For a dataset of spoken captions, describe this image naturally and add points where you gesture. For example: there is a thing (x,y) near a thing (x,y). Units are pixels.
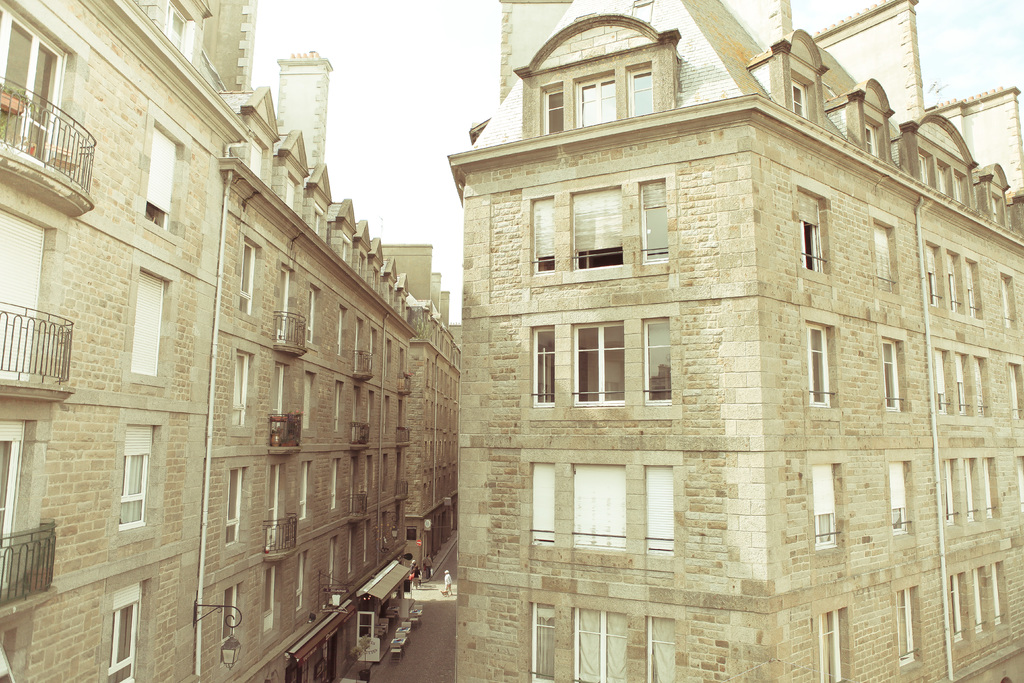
In the picture we can see a building (278,496) with windows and railings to it and under the building (111,166) we can see some shops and some people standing near it and beside it we can see another huge building (836,525) and with windows (656,366) and glasses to it and on the top of it we can see a sky (428,163).
